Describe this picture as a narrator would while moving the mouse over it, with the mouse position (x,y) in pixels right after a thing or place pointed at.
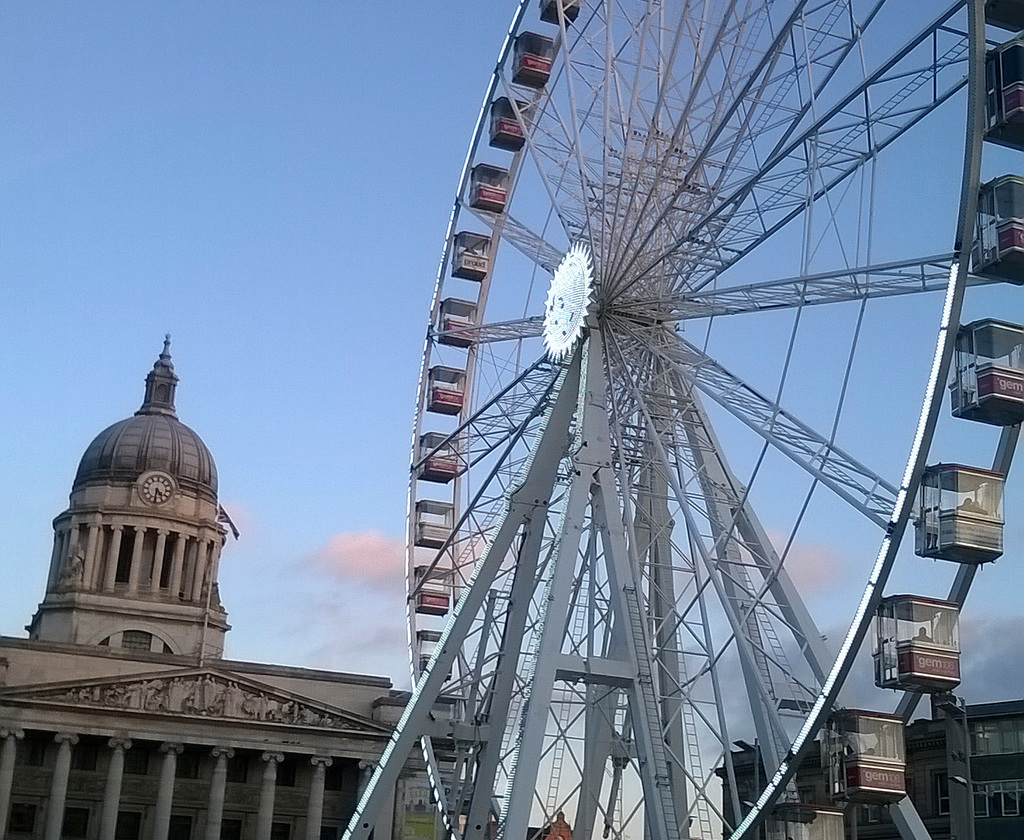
In this image, I can see a Ferris wheel (613,718) and the buildings (196,666). In the background (347,551), there is the sky (294,202).
